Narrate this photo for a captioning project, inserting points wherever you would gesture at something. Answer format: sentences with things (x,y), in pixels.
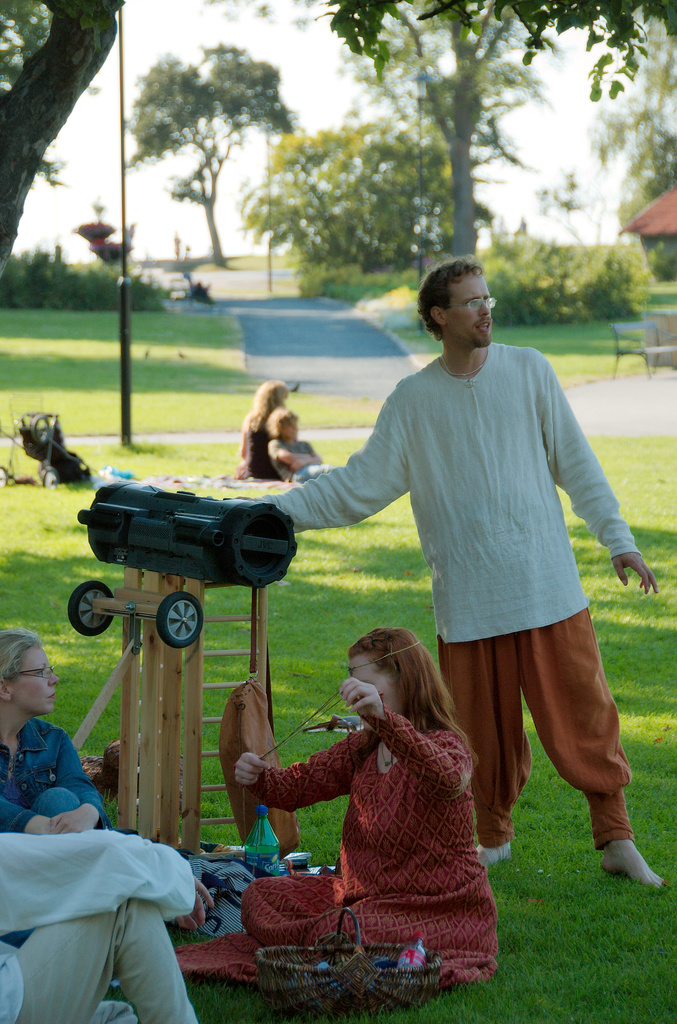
In this image in the foreground (12,688) there are persons (247,759) sitting and there is a basket (341,967) on the ground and there is a man (514,607) standing and there is a stand (155,632) and on the stand (162,585) there is an object (178,536) which is black in colour. In the middle (367,537) there is grass (360,555) on the ground (309,543) and there are persons (268,443) sitting and there is an object (55,449) which is black in colour. In the background (219,241) there are trees (434,204). On the right side (657,276) there is a building (668,226) and there is an empty bench (646,340).
